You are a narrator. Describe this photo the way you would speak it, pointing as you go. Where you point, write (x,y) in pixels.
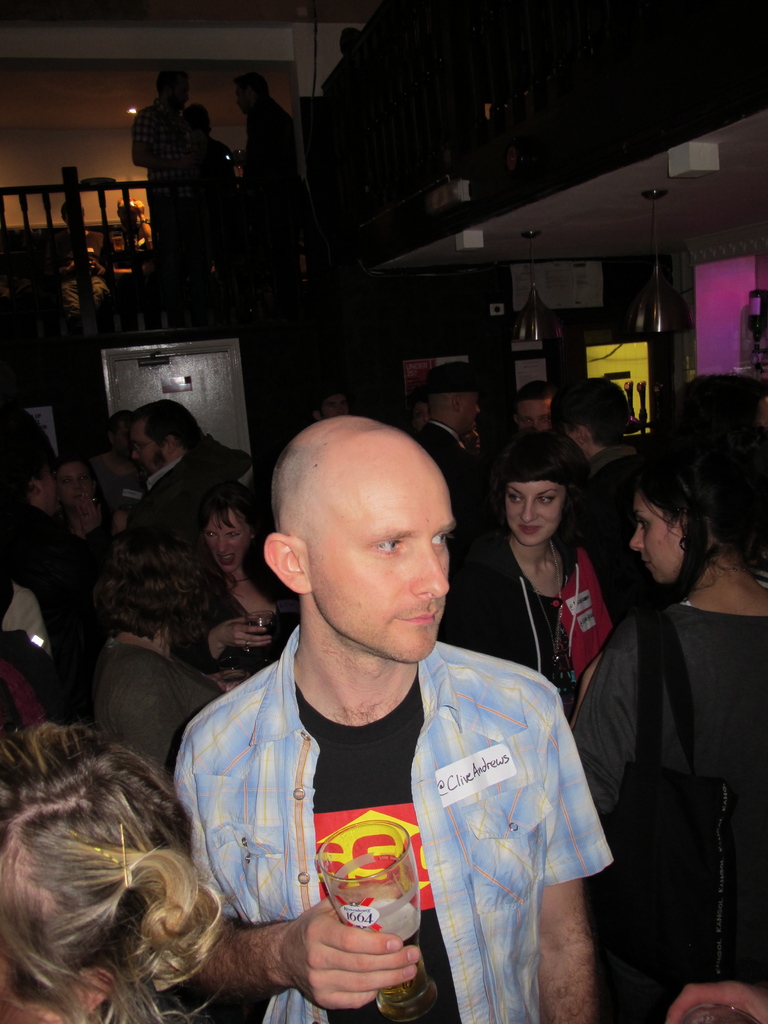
The image is taken in a bar (444,332). In the foreground of the picture (389,810) there is a person (377,963) holding a drink (390,900), behind him there are people (198,495). At the top (294,158) there are people (223,173) standing by the railing (216,202). In the center of the picture (462,501) there are people (436,383).
